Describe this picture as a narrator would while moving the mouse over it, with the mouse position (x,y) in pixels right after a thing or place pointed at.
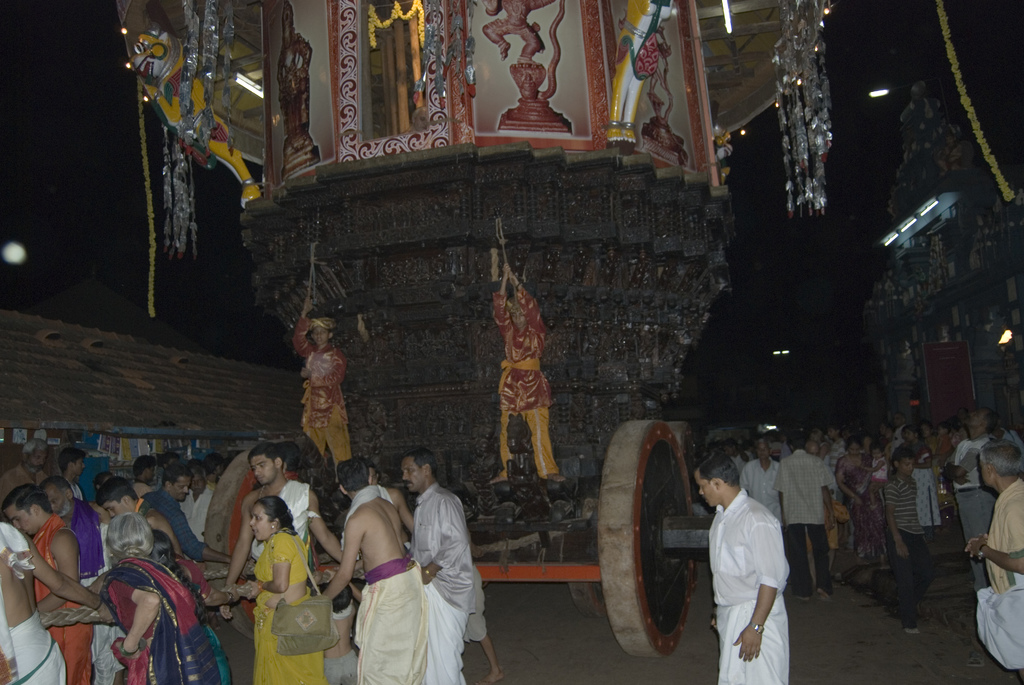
In this image we can see two people (318,389) standing in a vehicle (561,403). On the left side of the image (327,582) we can see group of people (107,563) holding ropes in their hands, we can also see a building (154,432). In the right side of the image (929,220) we can see some lights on the wall (915,239). At the top of the image (156,65) we can see a statue (177,96), photo frames (690,89) and some decors (472,10).
